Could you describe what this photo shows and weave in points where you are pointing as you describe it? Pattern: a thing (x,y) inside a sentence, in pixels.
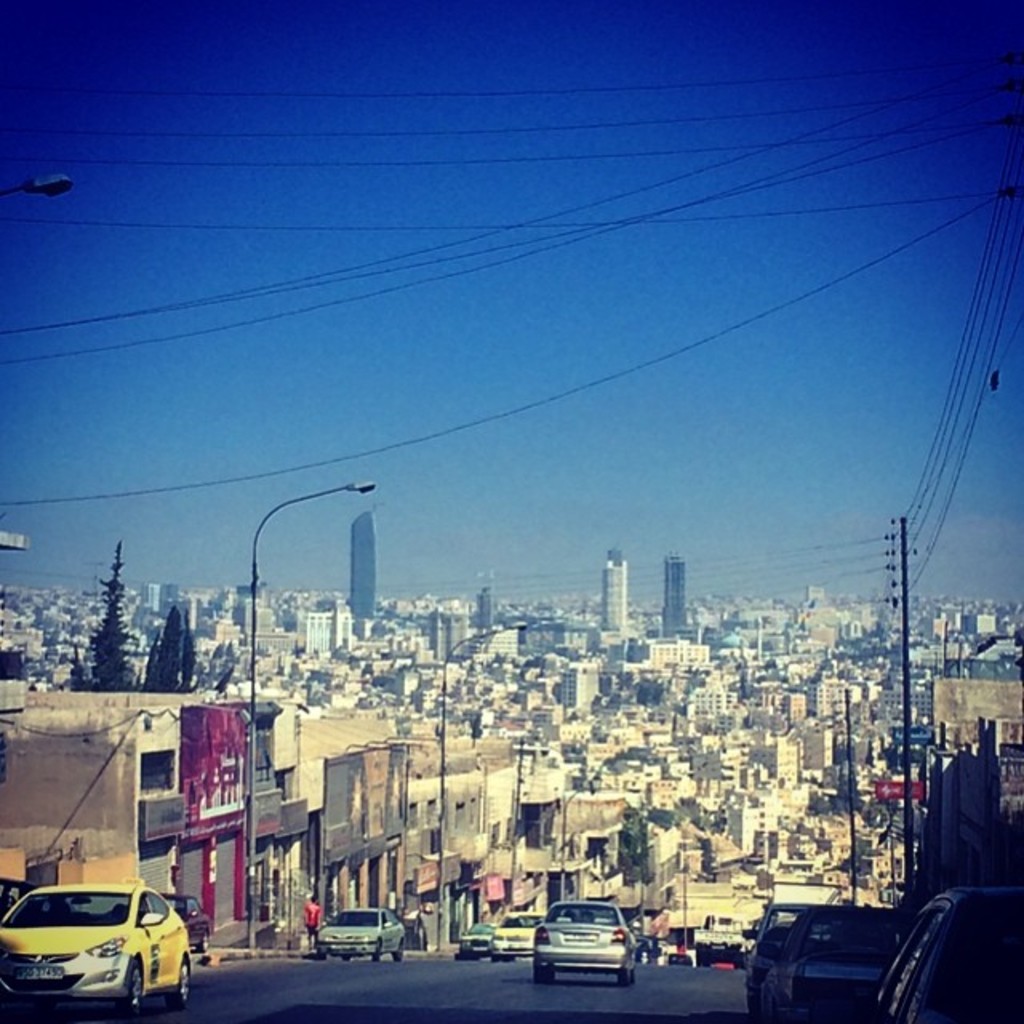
In this picture I can see the road (314,1007) in front (269,977), on which there are number of cars (52,927) and I can see few light poles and I see number of wires (915,587). In the background (81,751) I can see the buildings (549,622), few trees (117,642) and the sky (454,354).
